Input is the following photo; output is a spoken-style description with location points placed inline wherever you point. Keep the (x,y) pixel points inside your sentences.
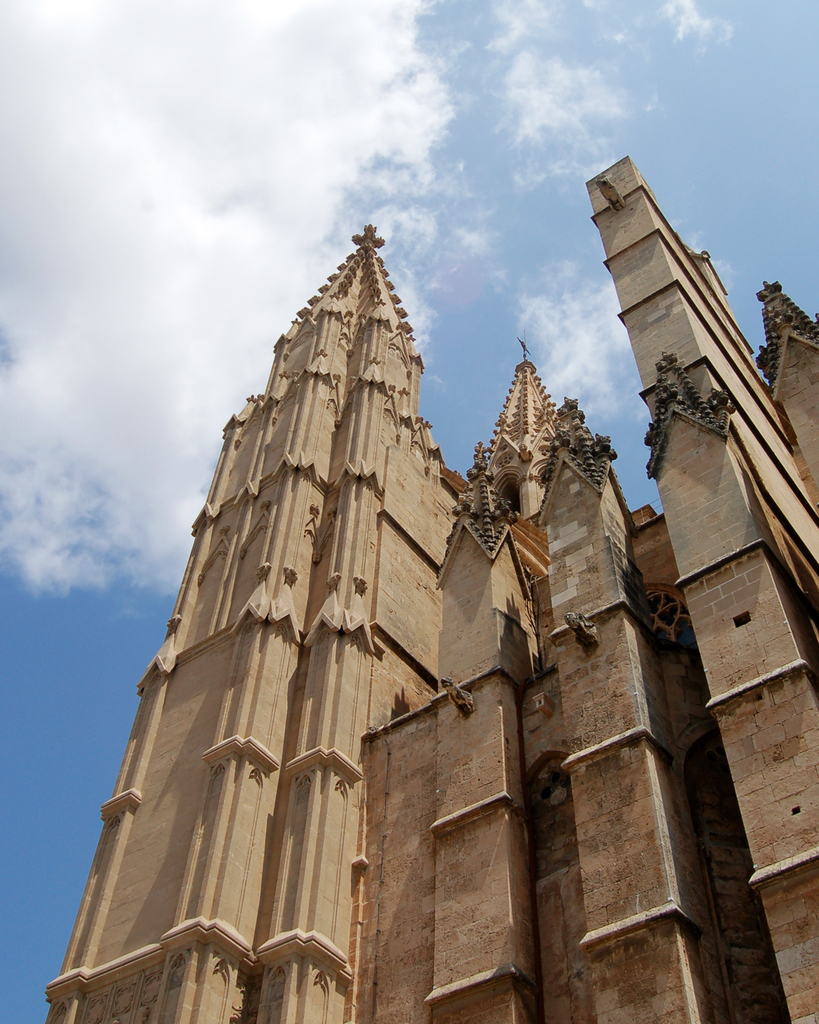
In the picture I can see a building (431,908). In the background (228,181) I can see the sky (256,214).
